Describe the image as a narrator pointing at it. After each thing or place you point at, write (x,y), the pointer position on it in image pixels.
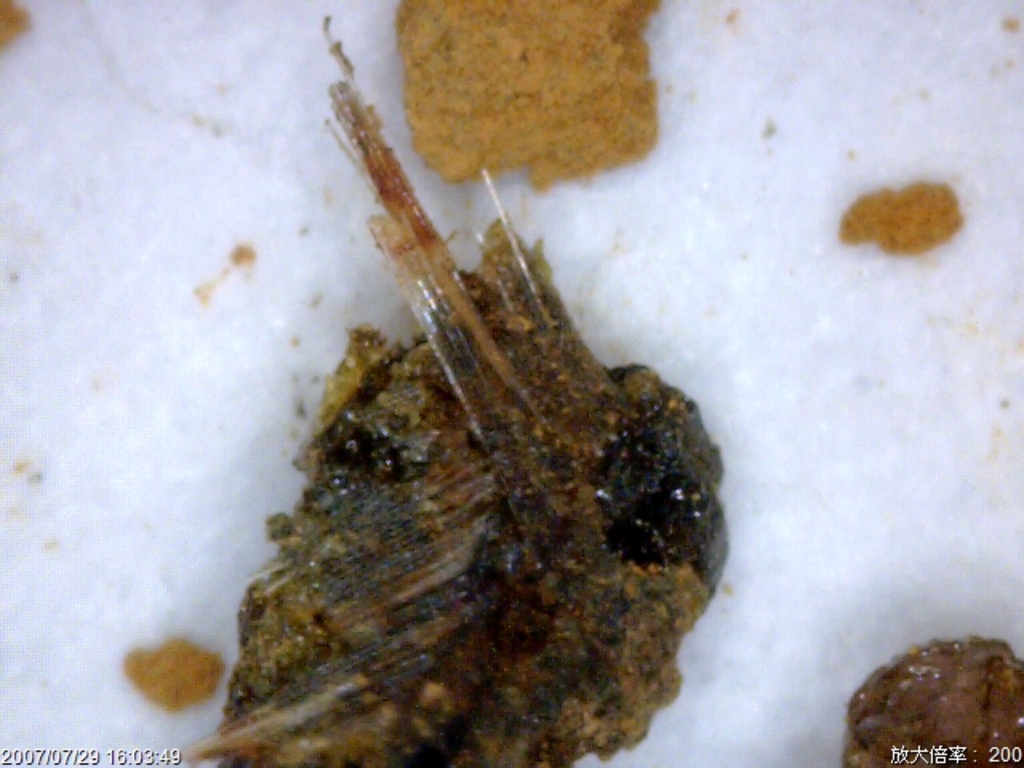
This is a zoomed in picture and we can see there are some objects (439,98) placed on the top of a white color object (774,295). At the bottom (157,763) we can see the text (76,749) on the image.
